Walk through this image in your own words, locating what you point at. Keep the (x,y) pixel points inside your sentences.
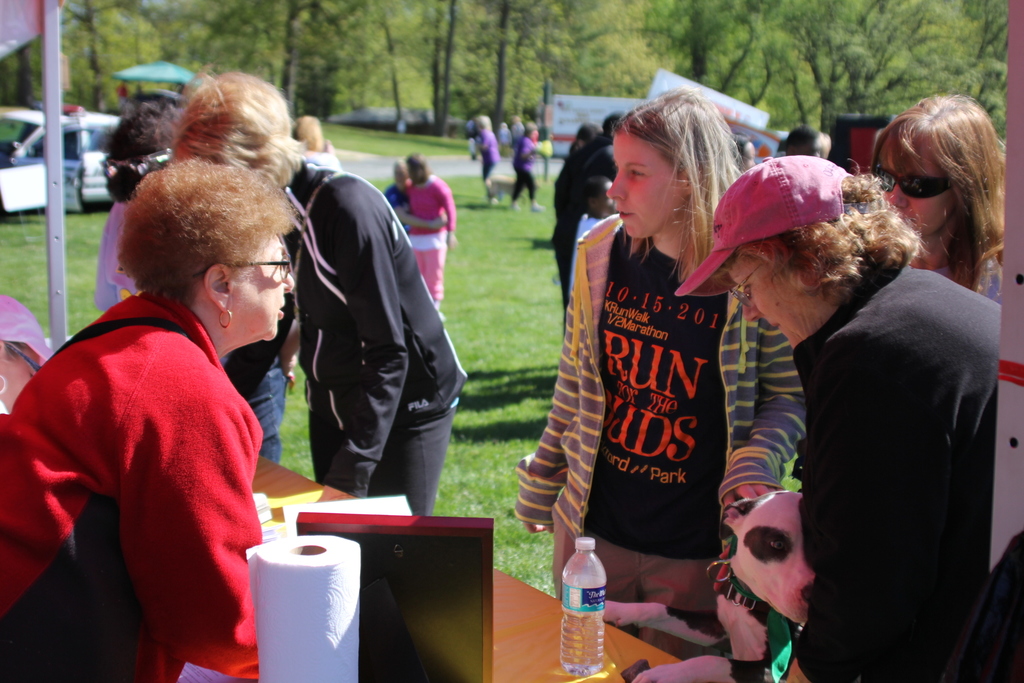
On the left side of the image (252,449) we can see persons (345,362) standing at the table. On the table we can see tissues (293,592), papers (302,506) and water bottle (576,591). On the right side of the image (879,667) we can see persons (830,555) at the table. In the background (434,210) we can see persons (417,220), grass (500,220), road (474,174), vehicle (6,121), trees (512,63) and name boards (567,99).
